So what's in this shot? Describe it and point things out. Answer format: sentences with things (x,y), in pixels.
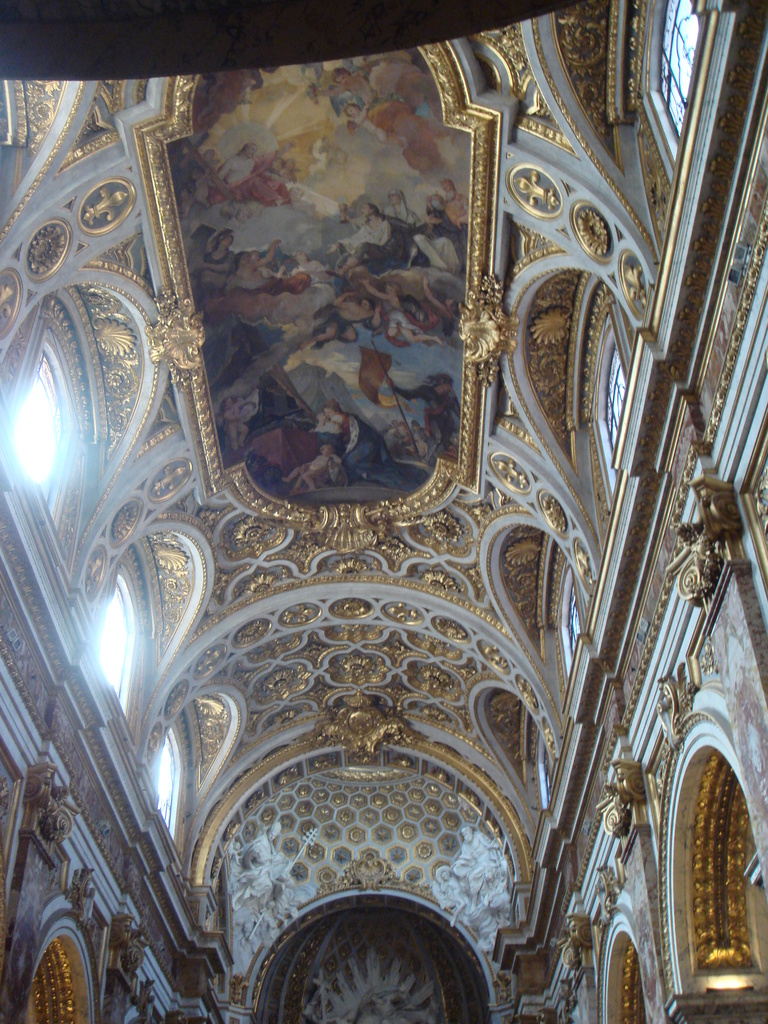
Here in this picture we can see the interior design (263,610) of a building (258,634), as we can see some designs (471,594) crafted on the walls (141,705) and we can also see ventilation windows (33,475) present.
